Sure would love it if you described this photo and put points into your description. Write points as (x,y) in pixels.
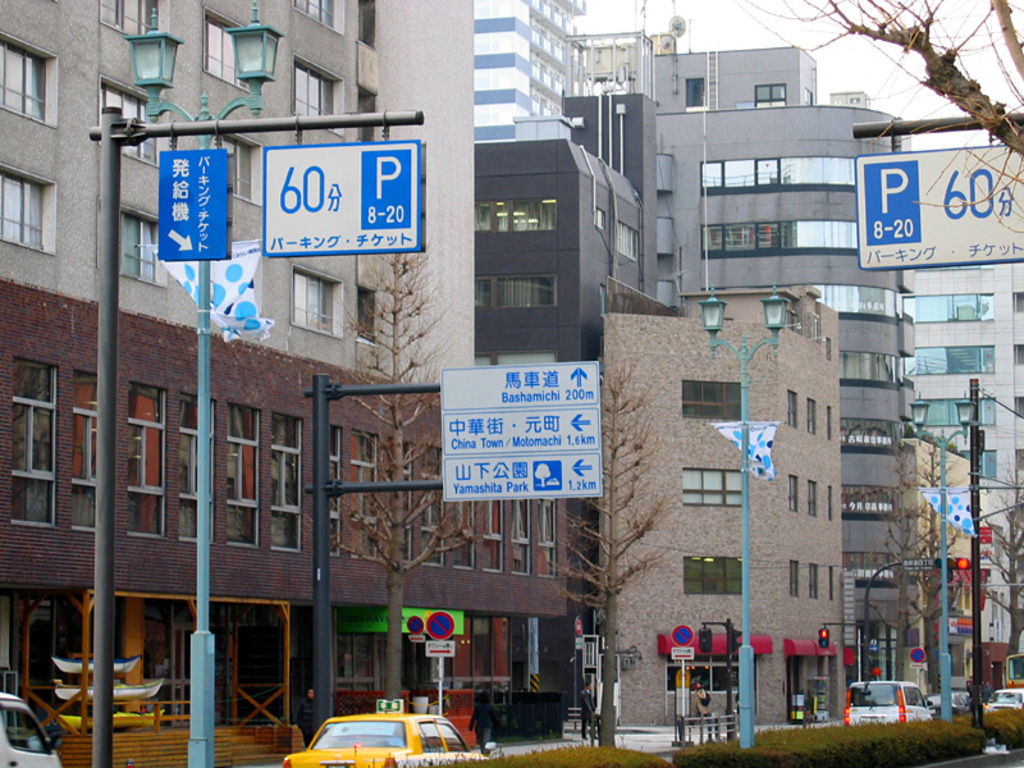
In this image we can see sign boards (307,194) to the pole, light poles (746,459), caution boards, vehicles (325,746) moving on the road (663,753), traffic signal poles (963,559), divider (943,744), buildings (170,321), banners (954,520), trees (608,632) and the sky (938,28) in the background (988,28).
